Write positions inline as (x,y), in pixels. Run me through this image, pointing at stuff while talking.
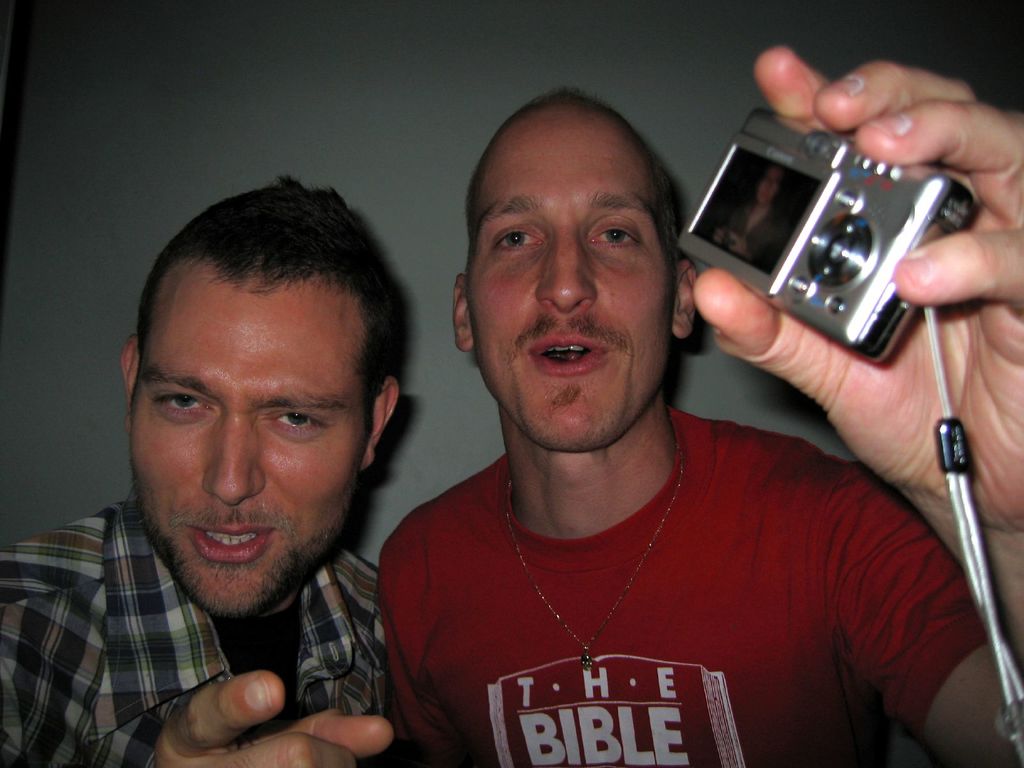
On the left side of the image (127,413) we can see a man (160,446) wearing shirt (142,584). On the right side of the image (702,623) we can see a man (647,553) wearing red t shirt (678,588) is holding a camera (747,240) in his hands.
